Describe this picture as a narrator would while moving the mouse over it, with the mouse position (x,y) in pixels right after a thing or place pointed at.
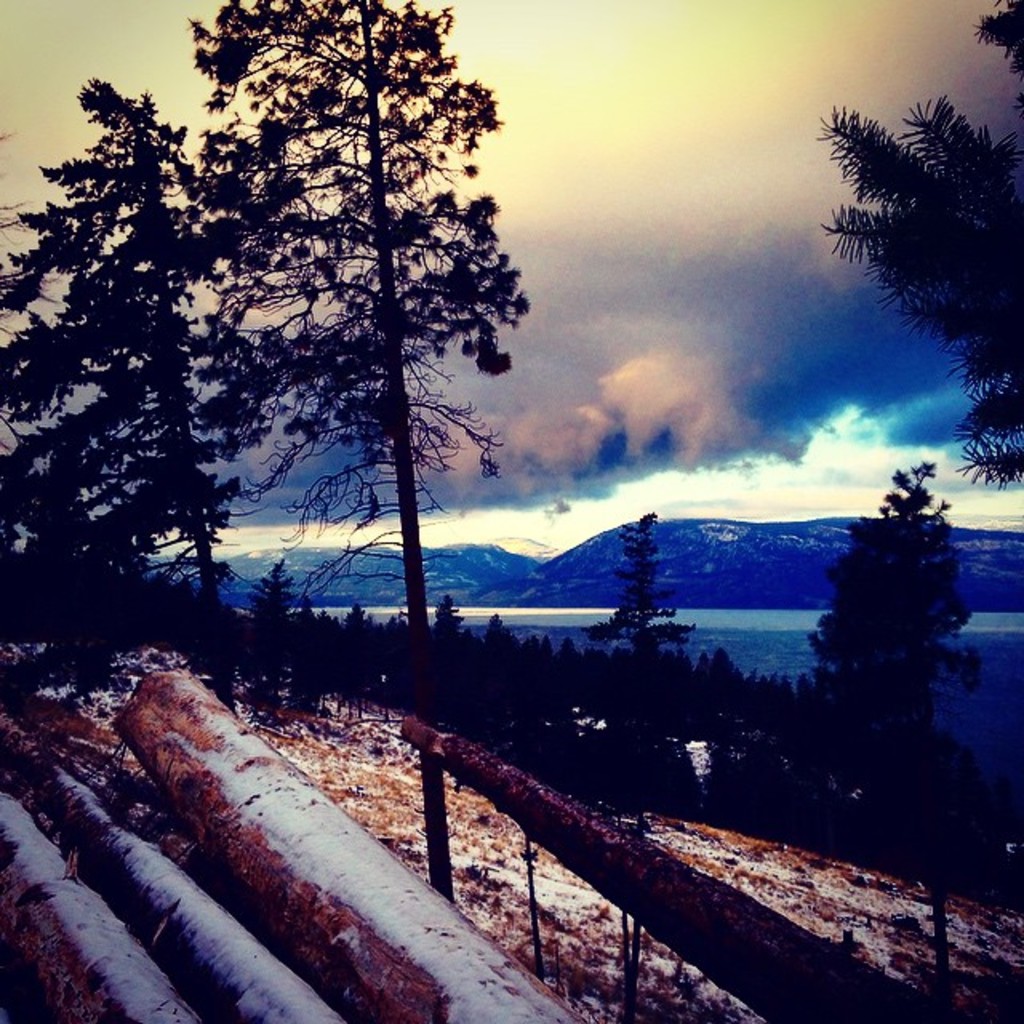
At the bottom of the image (538,790) there are wooden logs (183,792). Behind them there are trees (521,685). Behind the trees (449,611) there is water (800,611). And in the background (605,561) there are hills (703,532). At the top of the image (606,341) there is sky (547,153) with clouds (939,406).
